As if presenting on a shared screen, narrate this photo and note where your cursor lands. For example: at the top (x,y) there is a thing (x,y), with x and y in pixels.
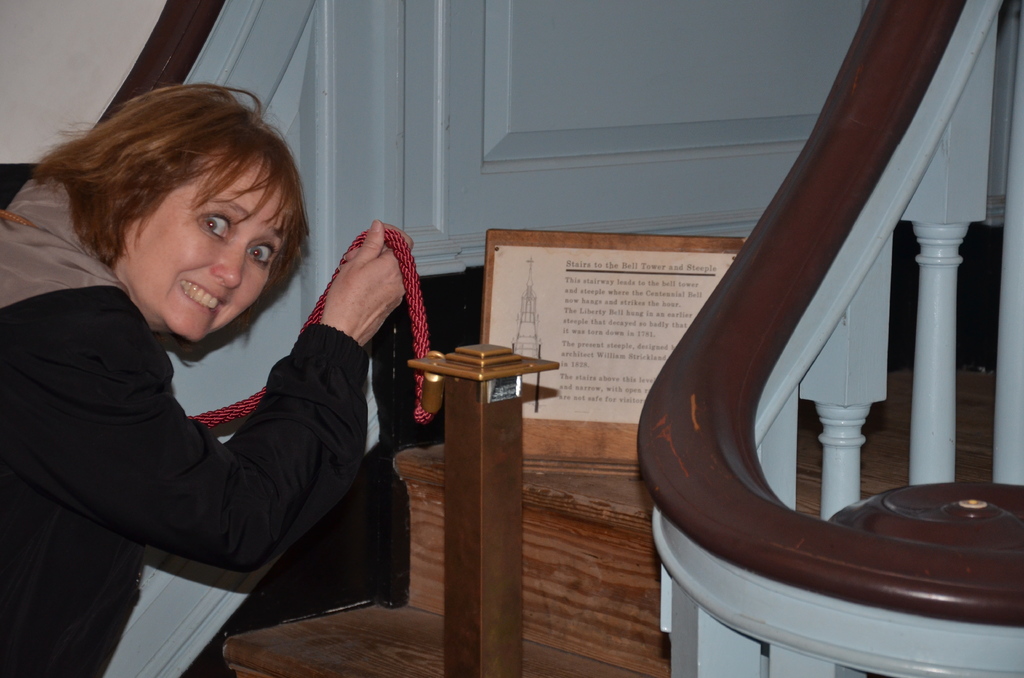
In this image on the left side (109,420) there is one woman (274,463) who is holding a rope (422,380), and in the background (491,130) there is a door board (570,365) and on the right side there are some poles (934,293). At the bottom (319,631) there are wooden stairs (524,488).
